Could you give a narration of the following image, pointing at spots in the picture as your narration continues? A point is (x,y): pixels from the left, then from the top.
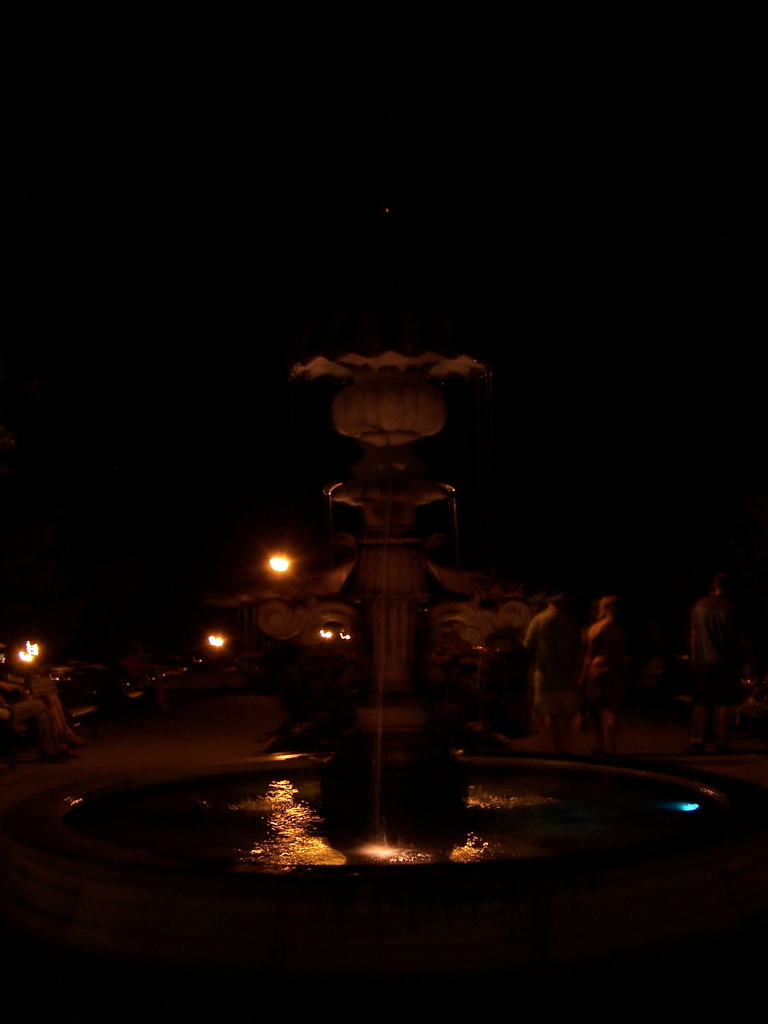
There is a fountain (495,586) in the center of the image (340,510) and there are people (574,671) and lights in the background area (678,690), it seems like the picture is captured during night time.
